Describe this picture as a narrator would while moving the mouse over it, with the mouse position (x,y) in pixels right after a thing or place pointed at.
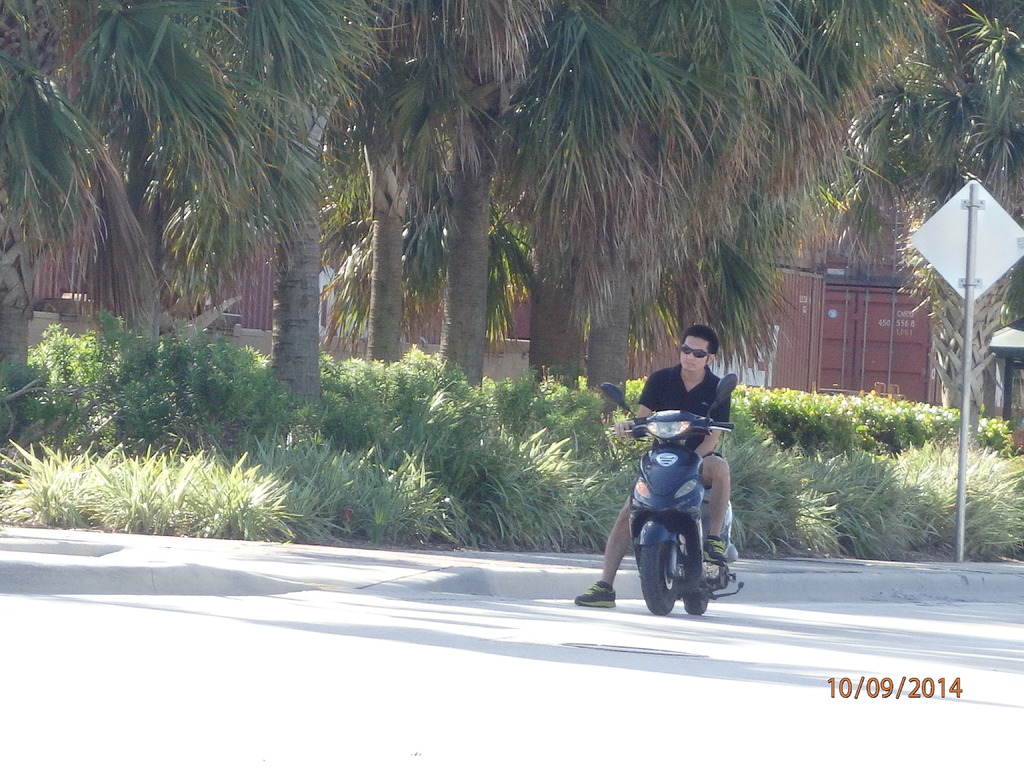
In this image, man (688,396) is riding a motorbike (674,538) on the road (662,627). On right side (962,475), there is a board (963,254) and pole (971,280). Back side, we can see few trees (987,331), plants (366,447) and some containers (807,311).
